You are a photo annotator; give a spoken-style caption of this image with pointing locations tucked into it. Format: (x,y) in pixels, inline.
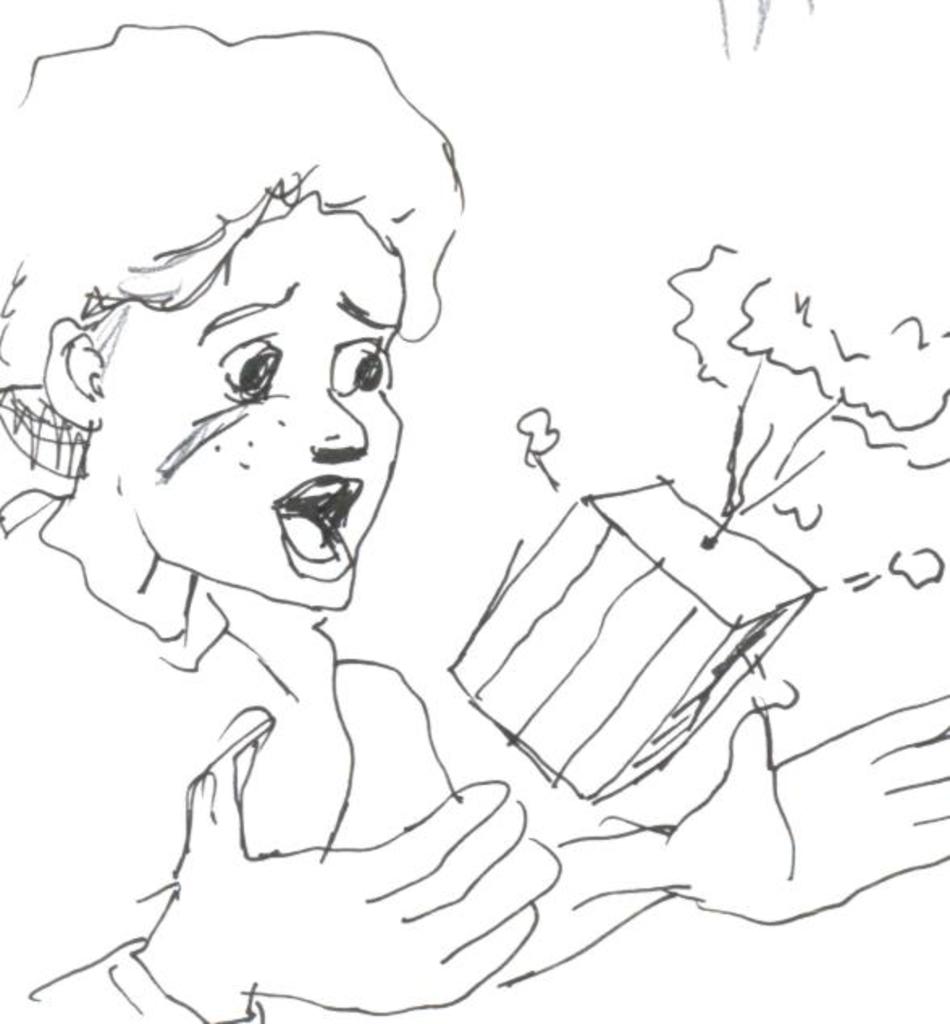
In this image I can see a sketch (253,317) of a person (253,317) and a box (670,681) on the white colored surface (625,166).
